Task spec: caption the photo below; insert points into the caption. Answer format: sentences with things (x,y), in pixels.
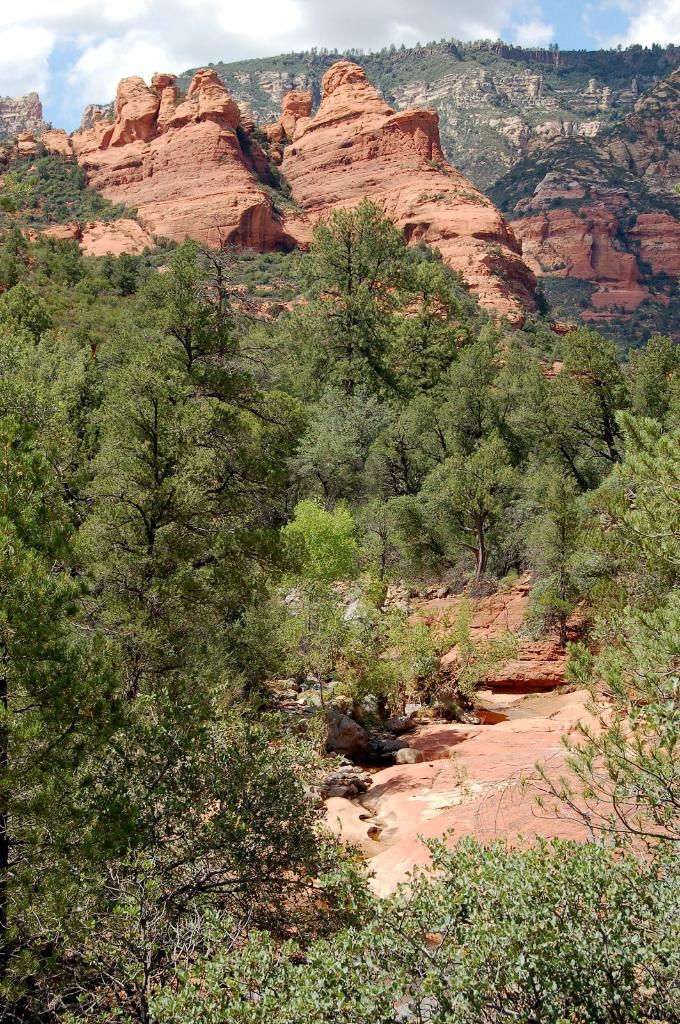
In this image I can see there are so many trees (70,479) at the back (625,126) there is a mountain (625,126).
